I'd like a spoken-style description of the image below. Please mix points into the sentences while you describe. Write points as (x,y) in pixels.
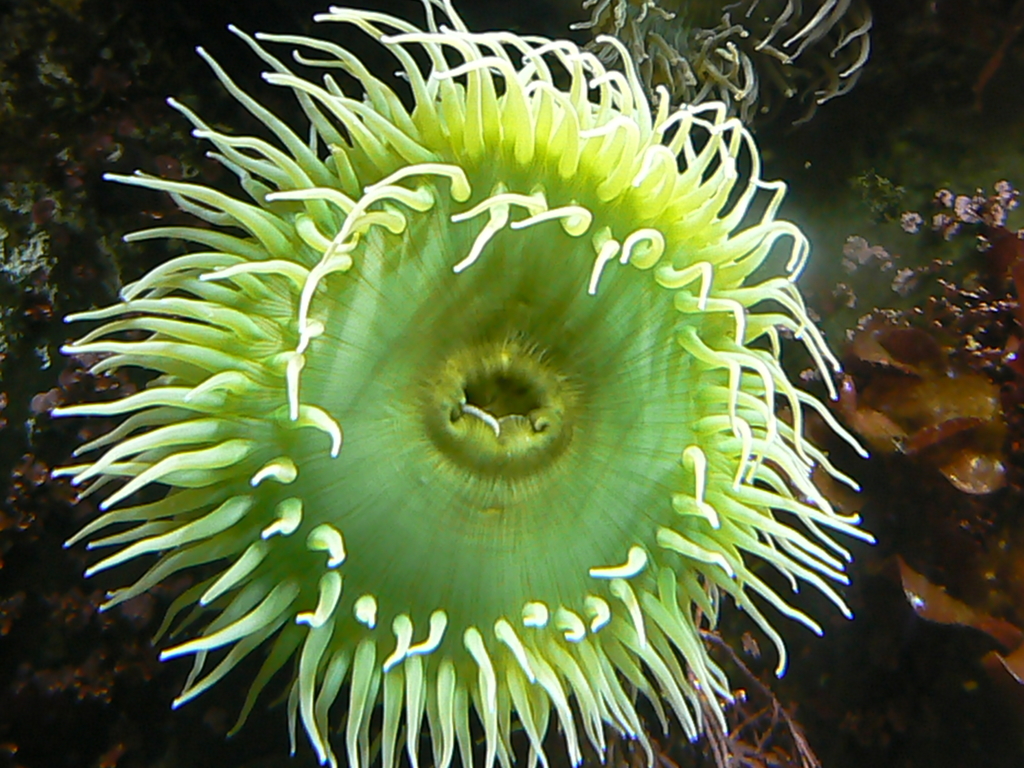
In this picture we can see a green color sea plant (406,419). Behind there are some corals (738,757).
